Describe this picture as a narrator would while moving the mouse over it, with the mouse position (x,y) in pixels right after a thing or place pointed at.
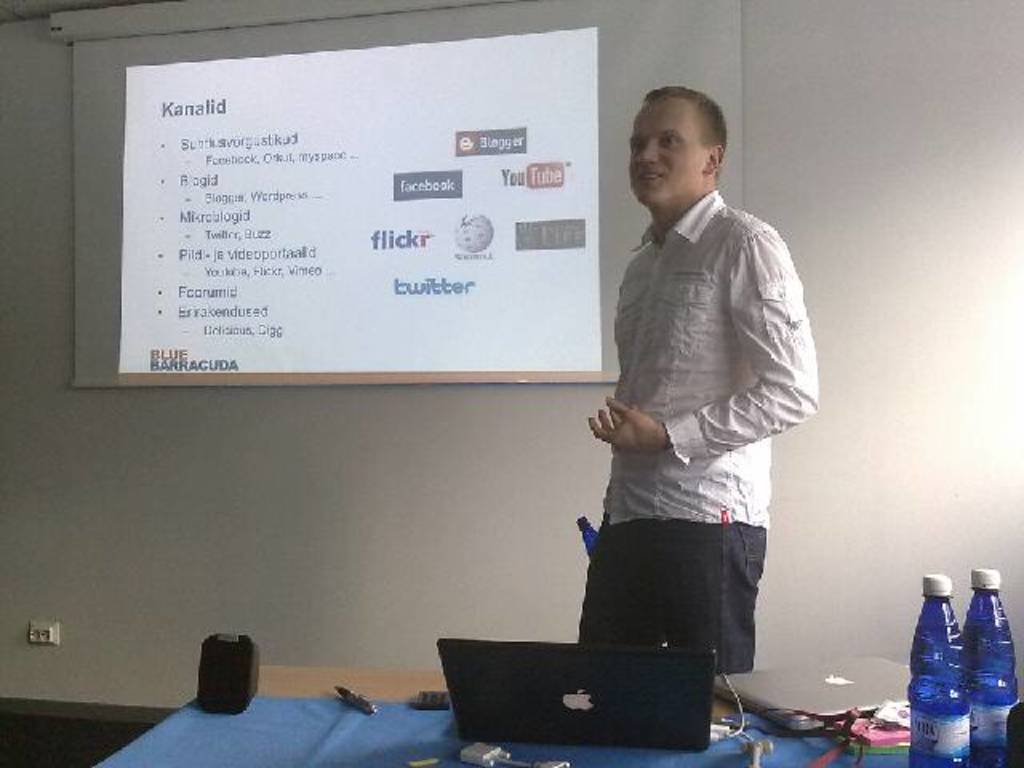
here in this picture we can see the person (677,473) standing near to the wall (791,546) in which we can see the screen (325,170) on the wall (516,546), here on the table (208,717) we can see the laptop (639,700) and bottles (948,629).
